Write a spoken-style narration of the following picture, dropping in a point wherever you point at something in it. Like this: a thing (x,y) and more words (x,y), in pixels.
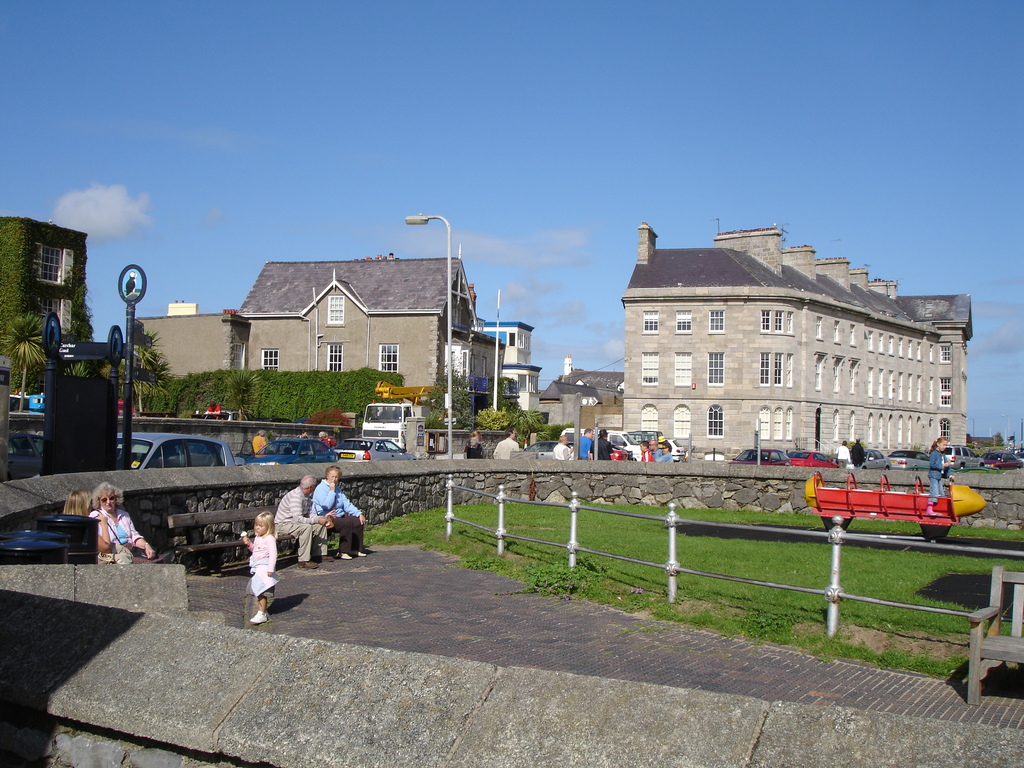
In this image there is grass (707,579). There is a girl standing on a toy (895,510) on the right side (904,497). There are buildings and trees (23,367) on the left side (259,417). There are people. There is a sky (1005,412). There is a stone wall (1005,501). There are vehicles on the road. There are street lights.
